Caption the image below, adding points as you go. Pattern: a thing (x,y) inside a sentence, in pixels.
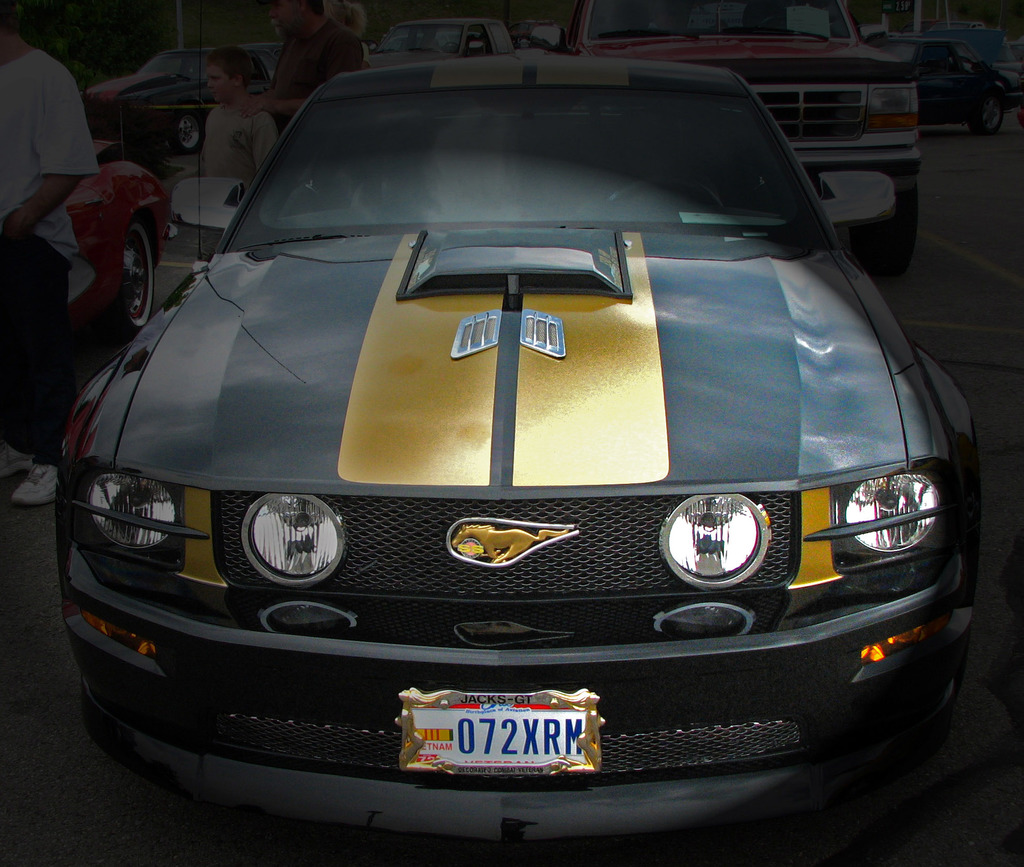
In this image we can see few vehicles (386,184) and people (28,192) standing on the road (955,363).
